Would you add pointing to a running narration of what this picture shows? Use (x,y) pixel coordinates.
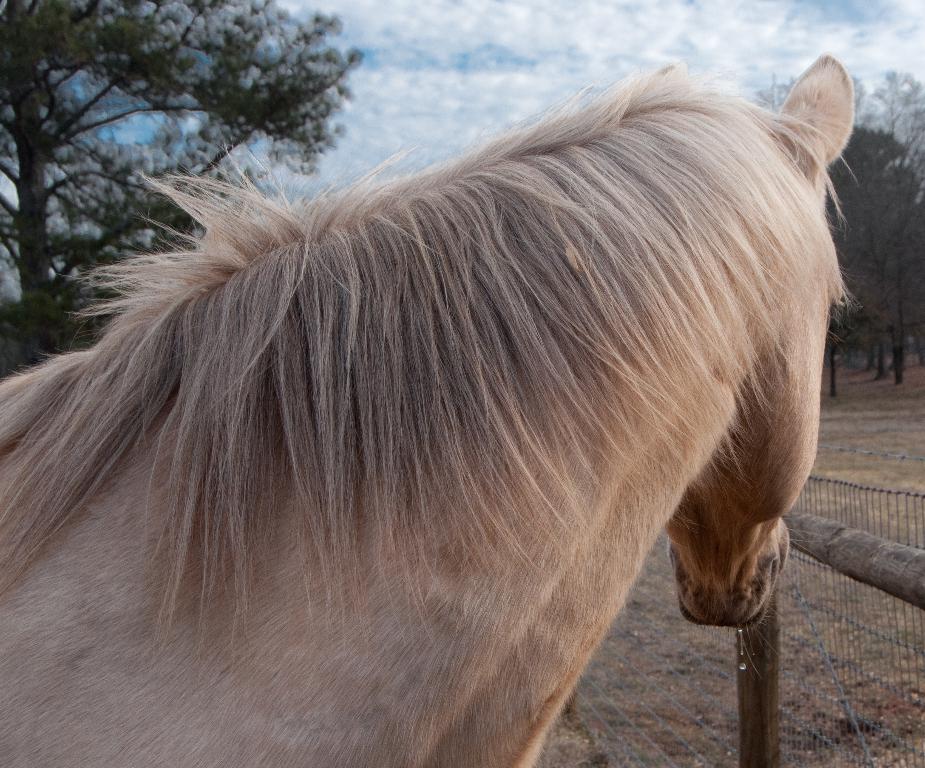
In the image there is a horse (408,357). In front of the horse (761,523) there is a fencing (817,641). Behind the fencing (790,601) there are few trees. And to the left side of the image (33,165) behind the horse (216,252) there is a tree (114,188). And to the top of the image (805,50) there is a sky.
